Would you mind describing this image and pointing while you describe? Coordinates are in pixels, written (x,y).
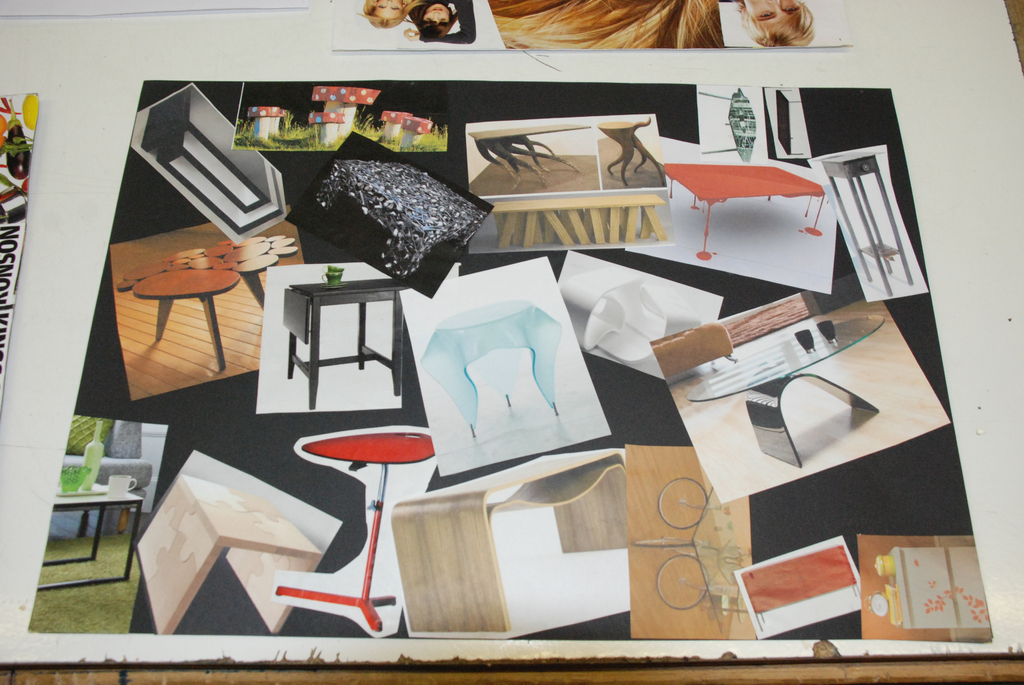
In this image we can see photos (772,252) of several tables (444,358) are placed on the table (959,71).
